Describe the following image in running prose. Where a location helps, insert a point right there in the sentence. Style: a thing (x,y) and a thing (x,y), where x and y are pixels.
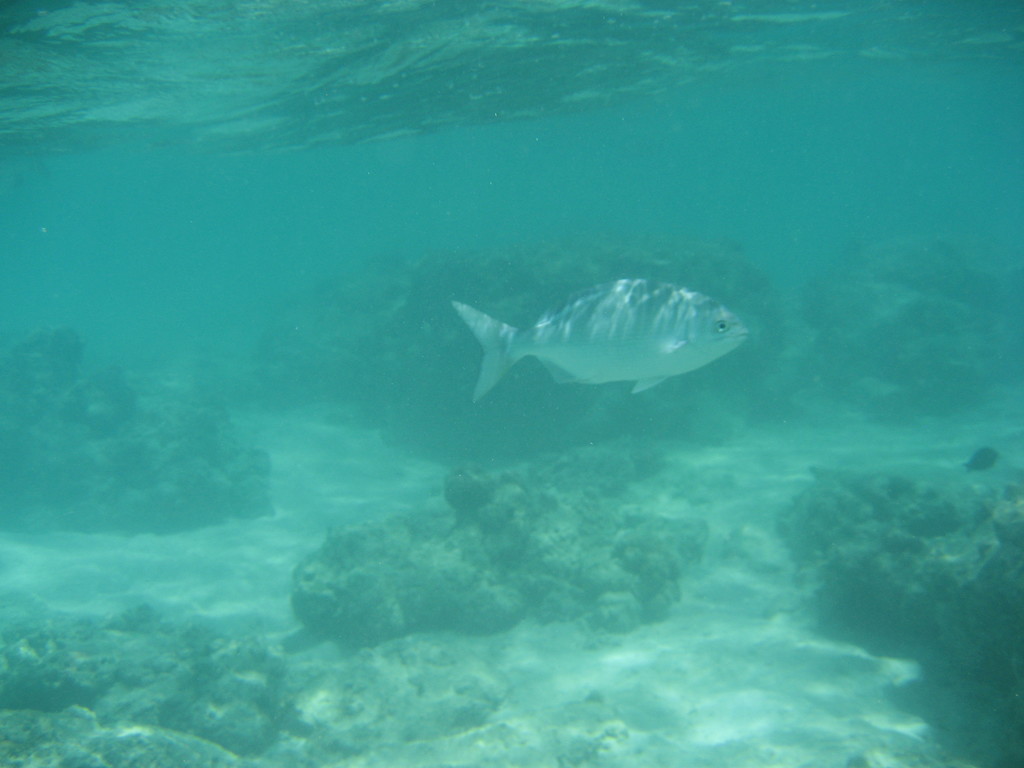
In the picture we can see a deep (792,98) in the water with sand (277,612), water stones (918,602) and a fish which is white in color.
